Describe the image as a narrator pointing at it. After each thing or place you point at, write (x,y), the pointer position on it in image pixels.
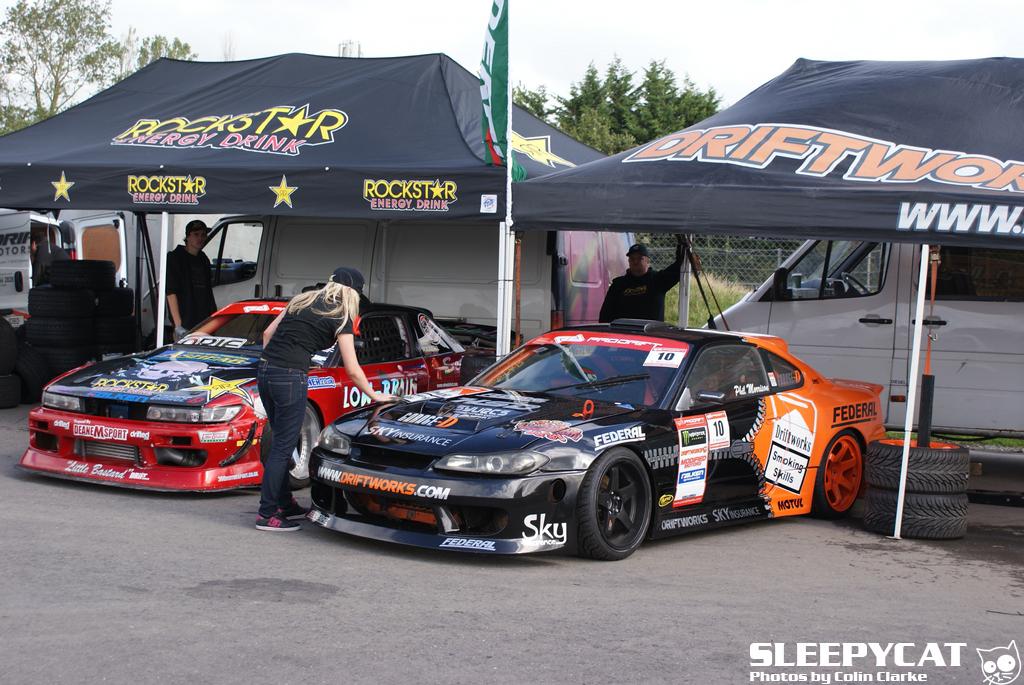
In this picture we can see two cars (434,433) and two tents (520,201), there are three persons (180,257) standing, in the background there are some trees (667,76), we can see vehicles (493,276) and tyres (96,326) here, there is the sky (593,18) at the top of the picture (607,13), we can see a fencing (733,265) here, at the right bottom (927,660) there is some text (849,657).
